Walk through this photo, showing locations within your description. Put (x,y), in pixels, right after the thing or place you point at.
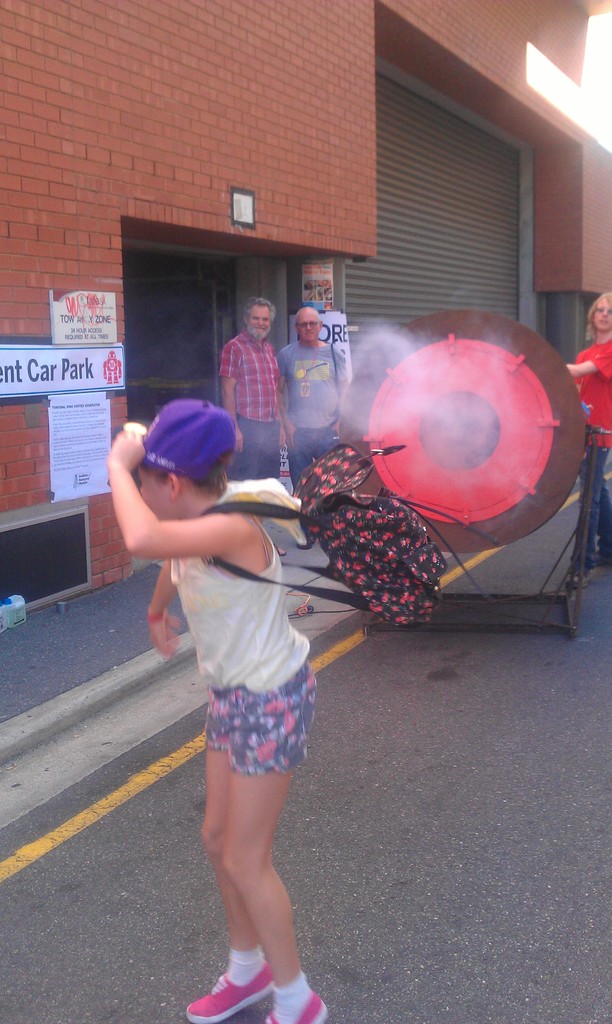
In this image, we can see a kid (232,760) wearing a bag (363,546), cap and standing on the road (509,974). In the background (456,527), we can see the smoke (410,420), circle object (473,496) with stand (507,628), people (252,465) and walls (323,168). On the left side of the image (88,452), we can see posts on the wall (3,424) and few objects (0,620) on the walkway (36,621).
